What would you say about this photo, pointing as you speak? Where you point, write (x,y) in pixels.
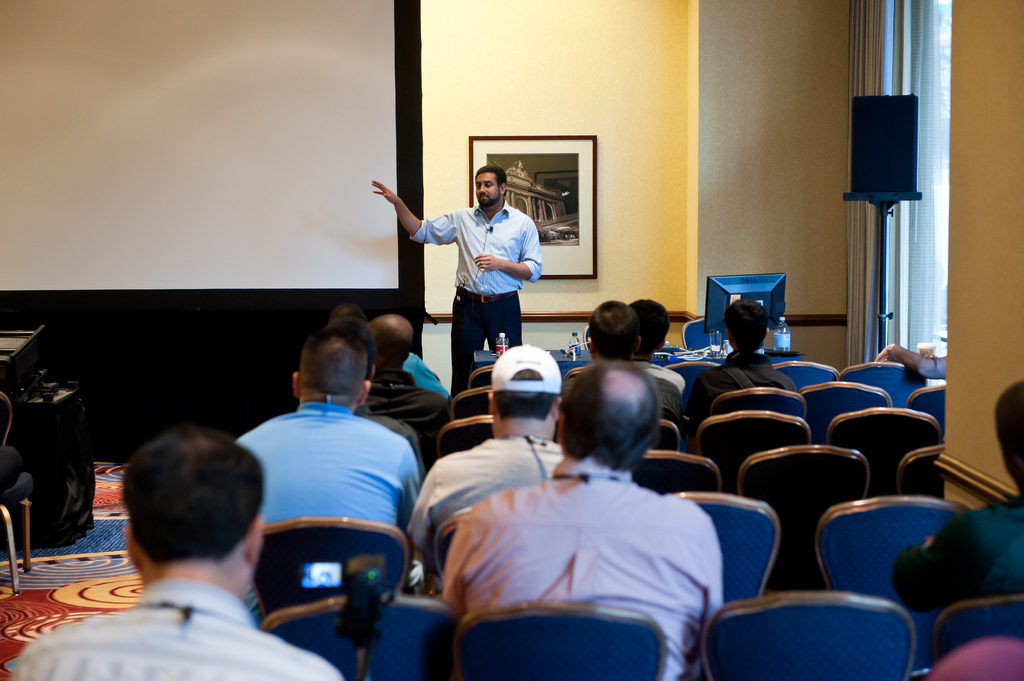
In this image in the front (320,475) there are persons (547,580) sitting on the chair (286,598) and there are empty chairs (794,520) in the center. In the background (458,276) there is a man (497,263) standing, there is a frame (582,195) on the wall (800,338). On the left side (138,155) there is a board (233,165) which is white in colour and on the right side (899,176) there is a speaker (904,190) and there is a window (939,225) and there is a monitor (751,296) and a bottle (786,336).
